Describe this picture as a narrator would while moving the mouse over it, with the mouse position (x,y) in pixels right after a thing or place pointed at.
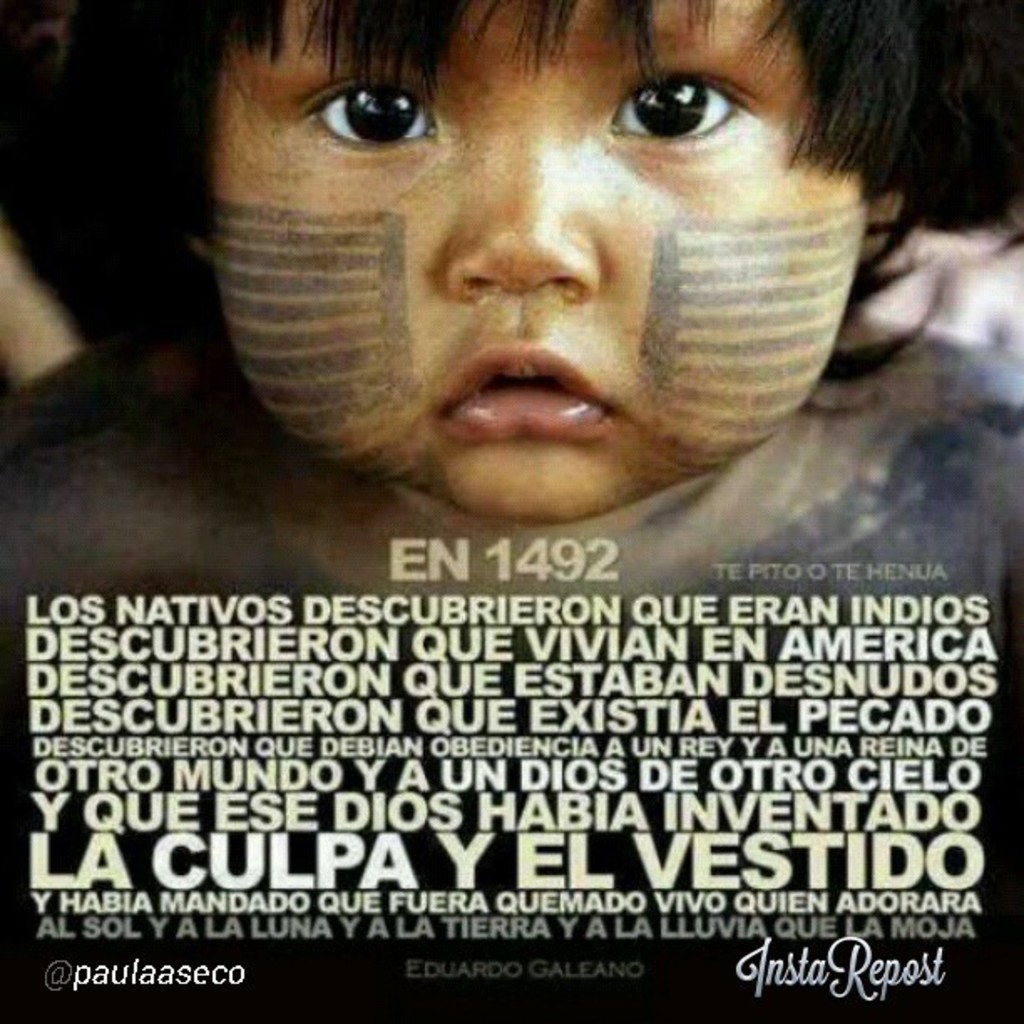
In the picture we can see a magazine (717,684) on it we can see a image (775,236) of small baby face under it we can see some information (723,763).
